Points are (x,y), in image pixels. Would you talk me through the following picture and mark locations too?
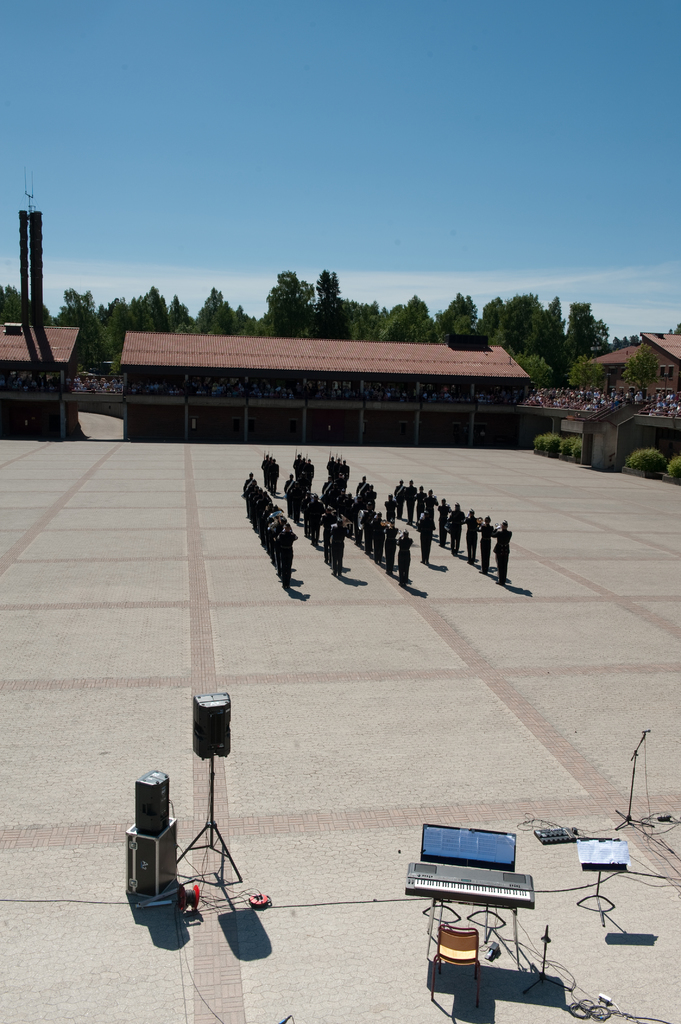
In the image we can see there are many people (297,513) standing and wearing clothes (370,537). There are even buildings (512,382) and trees (218,325). Here we can see musical instruments (456,878), sound box (165,782), cable wires (192,867), chair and a stand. Here we can see plants (576,442) and pale blue sky (246,111).
